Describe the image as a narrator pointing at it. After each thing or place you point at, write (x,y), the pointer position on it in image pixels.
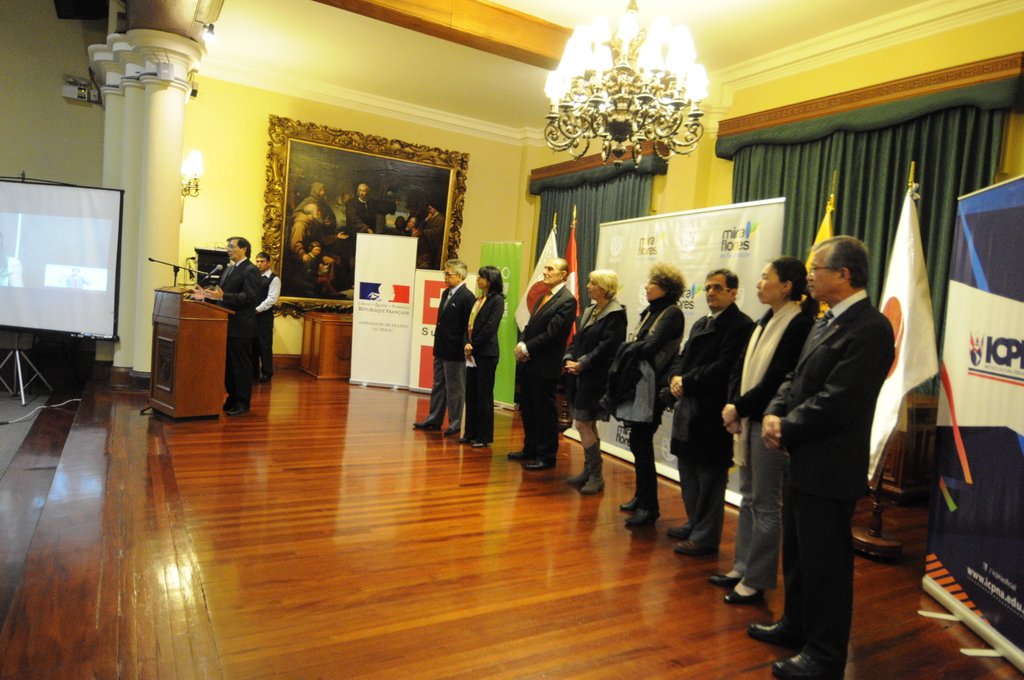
This picture is clicked in the conference hall (421,468). In this picture, we see the people (811,407) are standing. Behind them, we see a banner (658,251) in white color with some text (747,256) written on it. We see the flags (926,310) in white, red and yellow color. We see the boards (375,328) in white, red and blue color. Behind that, we see the curtains (861,188) and a wall (694,181). On the left side (244,315), we see a man (240,297) is standing. In front of him, we see a podium (201,334) and he is talking on the microphone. Beside that, we see a man (274,281) is standing. Beside them, we see the pillars (153,277), lights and a photo frame (301,280) is placed on the wall (59,163). On the left side (48,433), we see the staircase (91,433) and a projector screen (54,196).
